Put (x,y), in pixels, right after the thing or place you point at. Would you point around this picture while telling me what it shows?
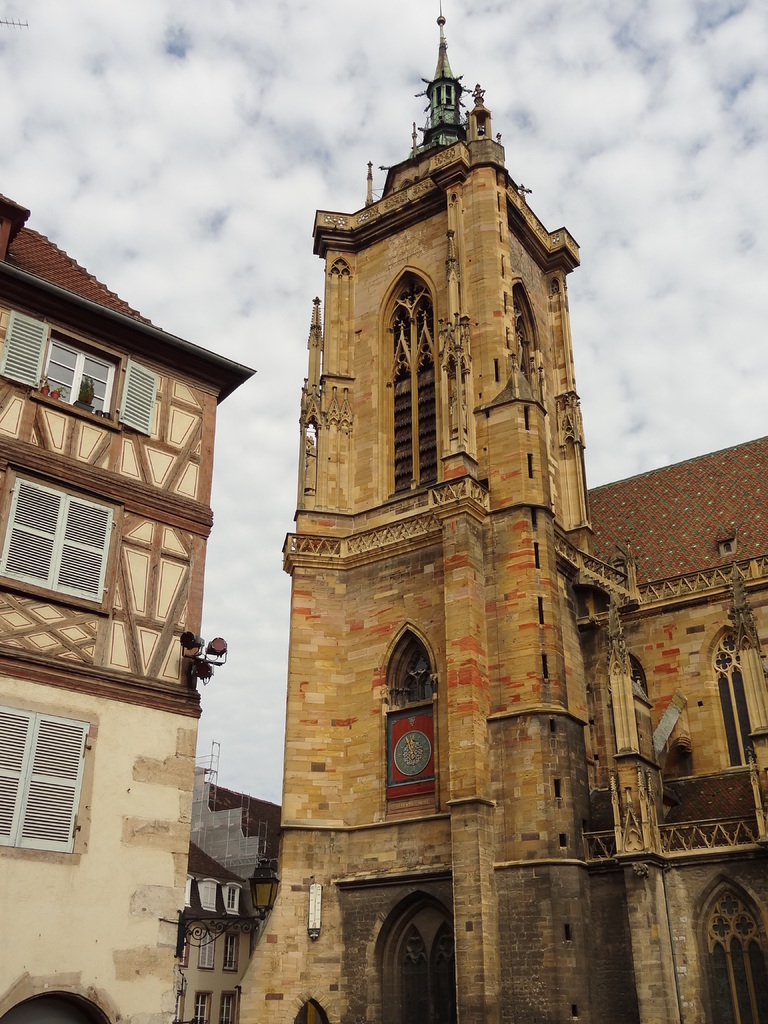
In the picture we can see a church building (681,771) and opposite to it, we can see a part of another building (93,795) with windows (34,792) and in the background (619,370) we can see the sky (500,18) with clouds (178,4).
